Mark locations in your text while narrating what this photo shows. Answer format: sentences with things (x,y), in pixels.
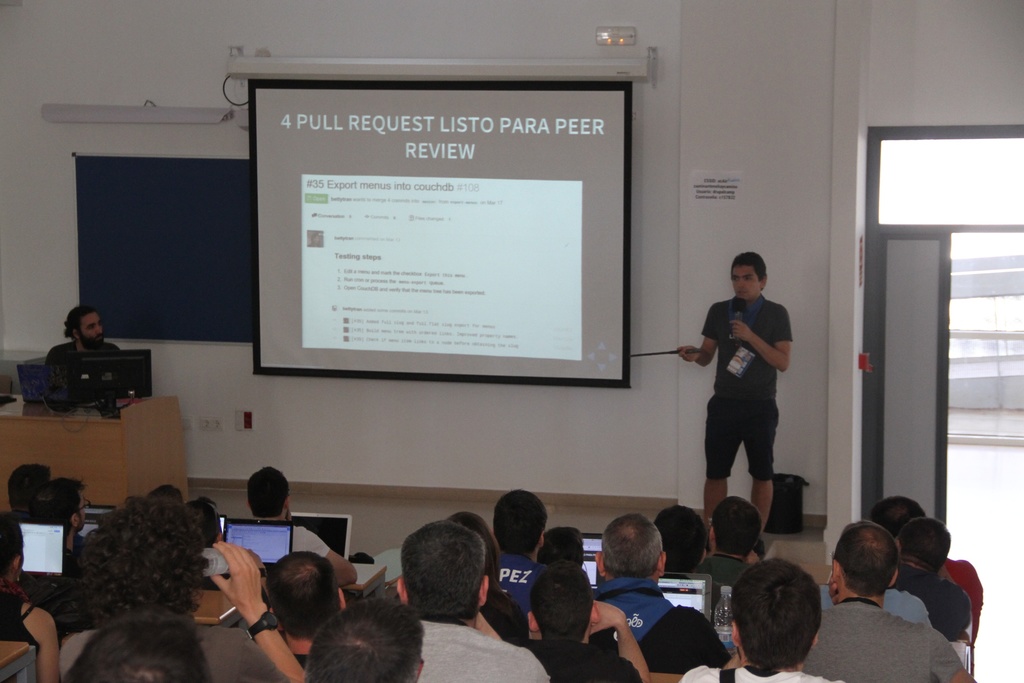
In this image we can see a person (717,369) is standing, holding mic (745,305). Beside him one screen (532,247) is there. In front of the person (765,385) so many people (518,542) are sitting and in front of the people (670,644) laptops (287,550) are present. To the left side of the image (51,439) one table (67,441) is there, on table (67,441) monitor (75,390) and laptop (55,387) is there. Behind the table (119,434) one person (71,334) is sitting and board (146,267) is present. The wall (226,350) of the room (807,53) is in white color. The door (907,309) is in grey color.
